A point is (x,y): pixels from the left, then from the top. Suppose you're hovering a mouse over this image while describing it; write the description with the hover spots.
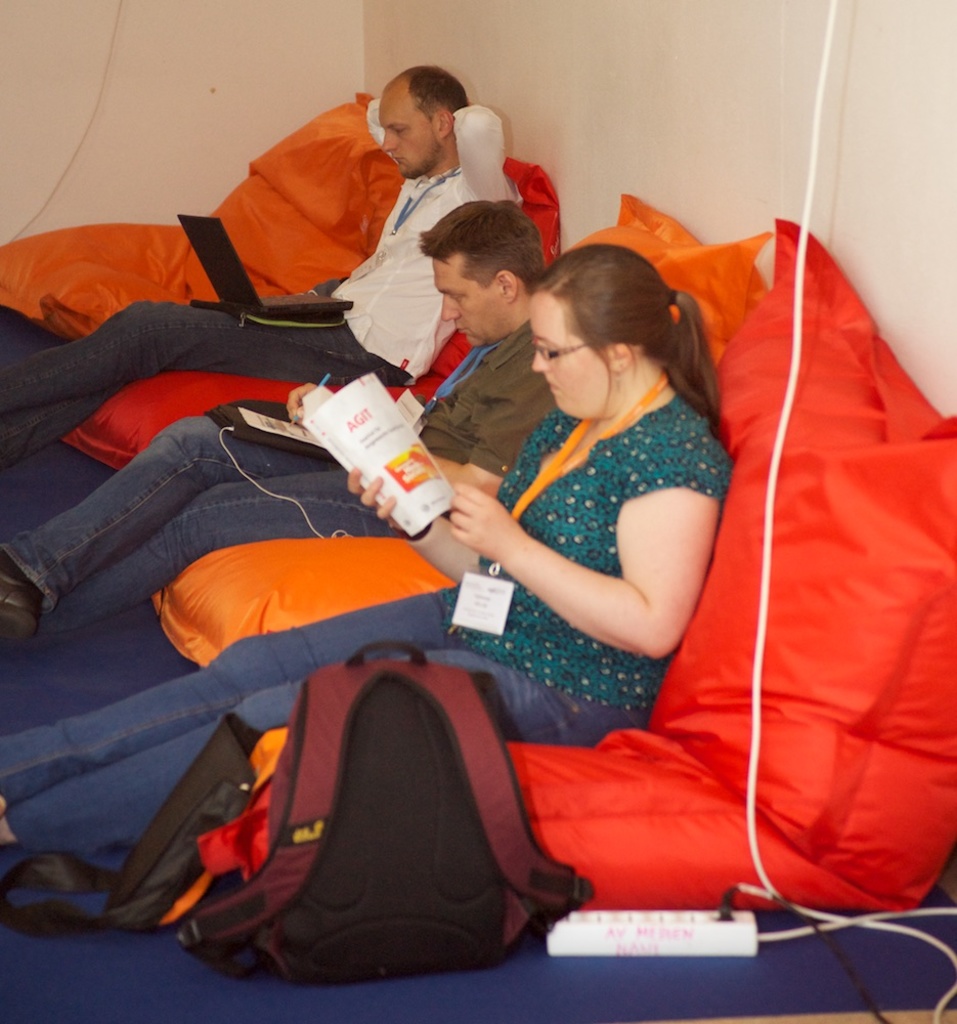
In this image, we can see people (528,305) sitting on the bean bags (781,716) and are wearing id cards (417,406) and some are holding objects (270,445) and we can see a laptop (231,281) and some cables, bags (349,802) and an object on the floor (411,979). In the background (470,93), there is a wall (338,67).
